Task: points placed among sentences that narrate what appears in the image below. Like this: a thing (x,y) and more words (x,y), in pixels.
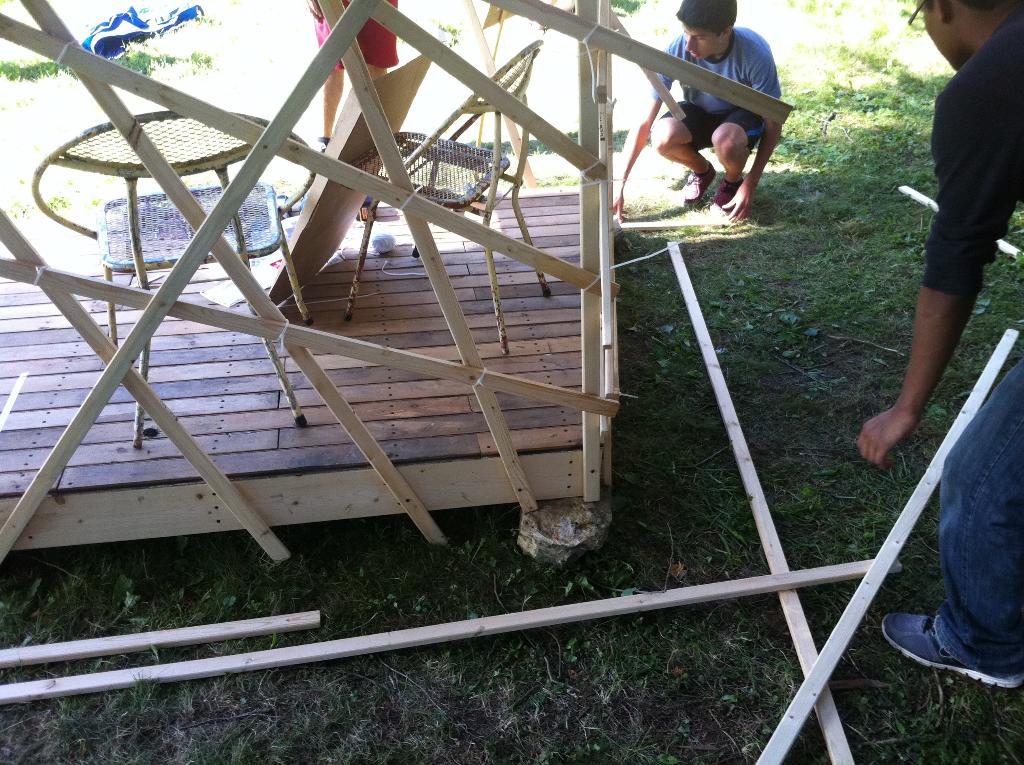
In this image we can see chairs (431,169) and a cardboard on the wooden platform (443,337), there are three persons (368,42) and few wooden sticks (817,581) on the ground (886,330).
